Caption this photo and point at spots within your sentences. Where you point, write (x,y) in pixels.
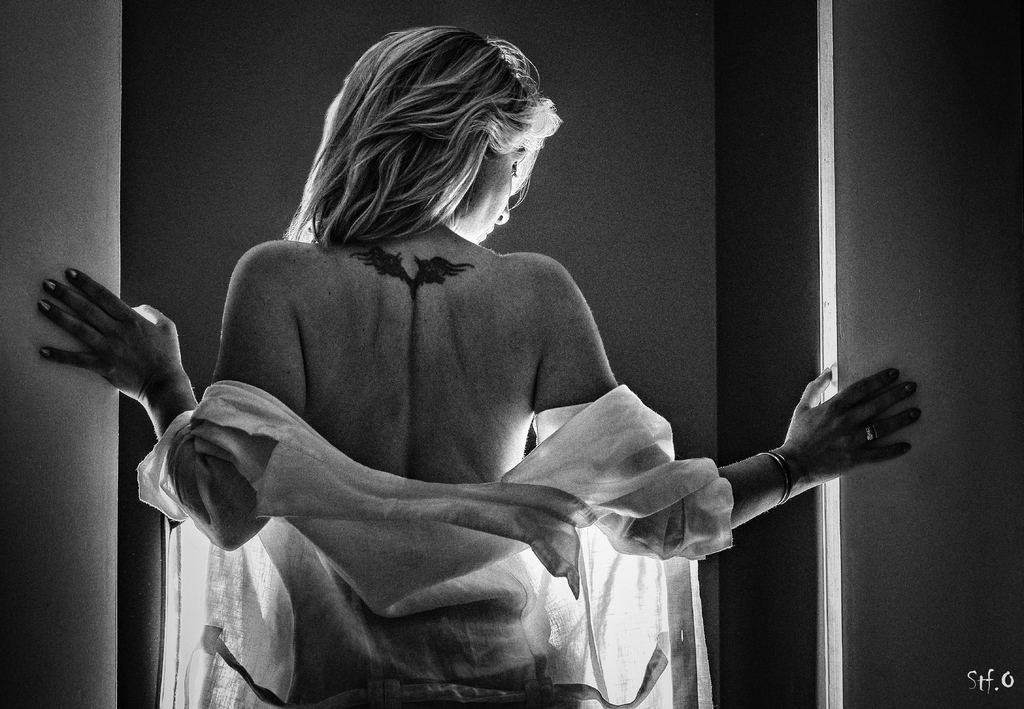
In this image there is one woman (392,477) is standing and wearing a white color dress (412,556) as we can see in middle of this image (660,438).
